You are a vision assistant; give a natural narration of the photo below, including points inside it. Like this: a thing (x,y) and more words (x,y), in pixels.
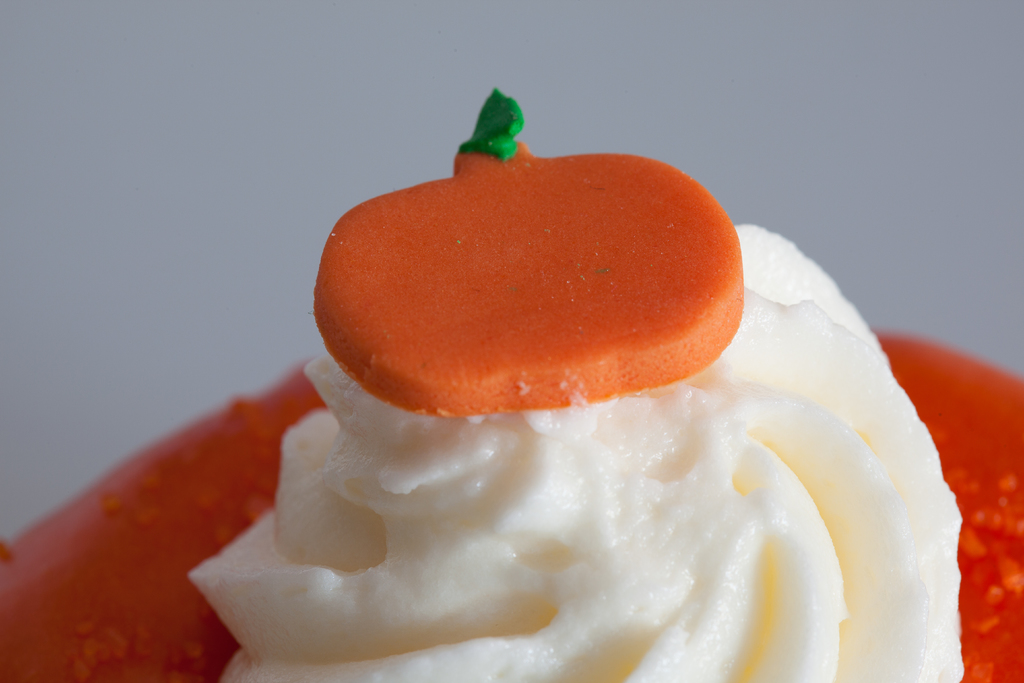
In this image, at the bottom (765,526) there is a cake (1002,578), on that there is frosting (736,454) on that there is a topping (543,317).
